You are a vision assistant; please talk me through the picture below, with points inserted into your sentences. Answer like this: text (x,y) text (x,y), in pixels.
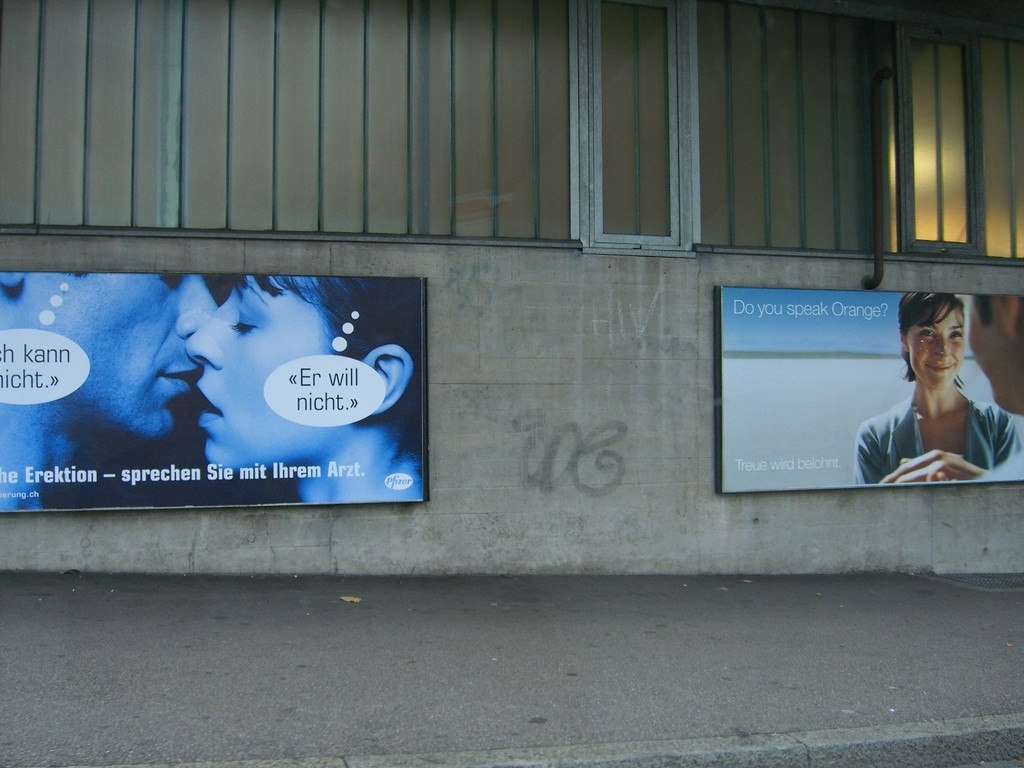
In this picture there are boards (779,410) with some text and images (829,425) on it which is on the wall (591,401) and there are windows (484,134).
